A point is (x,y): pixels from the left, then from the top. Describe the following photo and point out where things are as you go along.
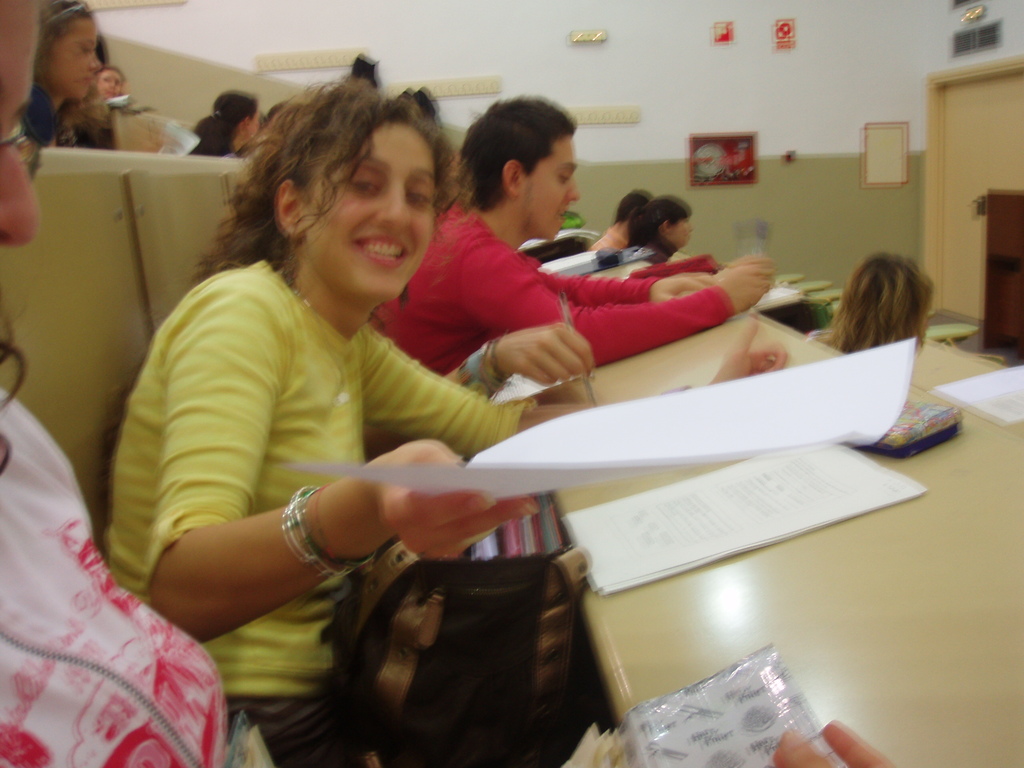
In this image there are benches (84,217) and we can see people (525,413) sitting. The lady (472,527) sitting in the center (521,466) is holding a paper (537,457). We can see papers (811,507) and an object (914,440) placed on the bench (761,625). In the background (715,114) there is a wall (664,145) and we can see boards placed on the wall (650,80).
